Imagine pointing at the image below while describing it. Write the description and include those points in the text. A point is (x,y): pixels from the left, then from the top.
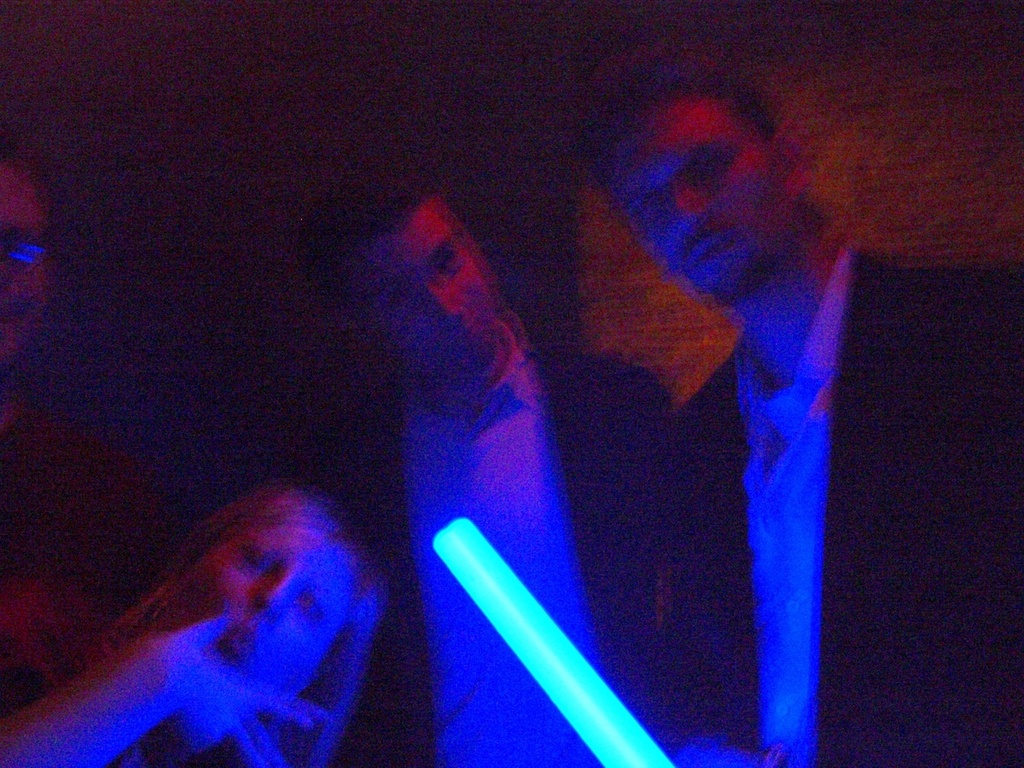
In this image in the center (583,505) there are persons (597,502) and the background (902,106) is blurry.
